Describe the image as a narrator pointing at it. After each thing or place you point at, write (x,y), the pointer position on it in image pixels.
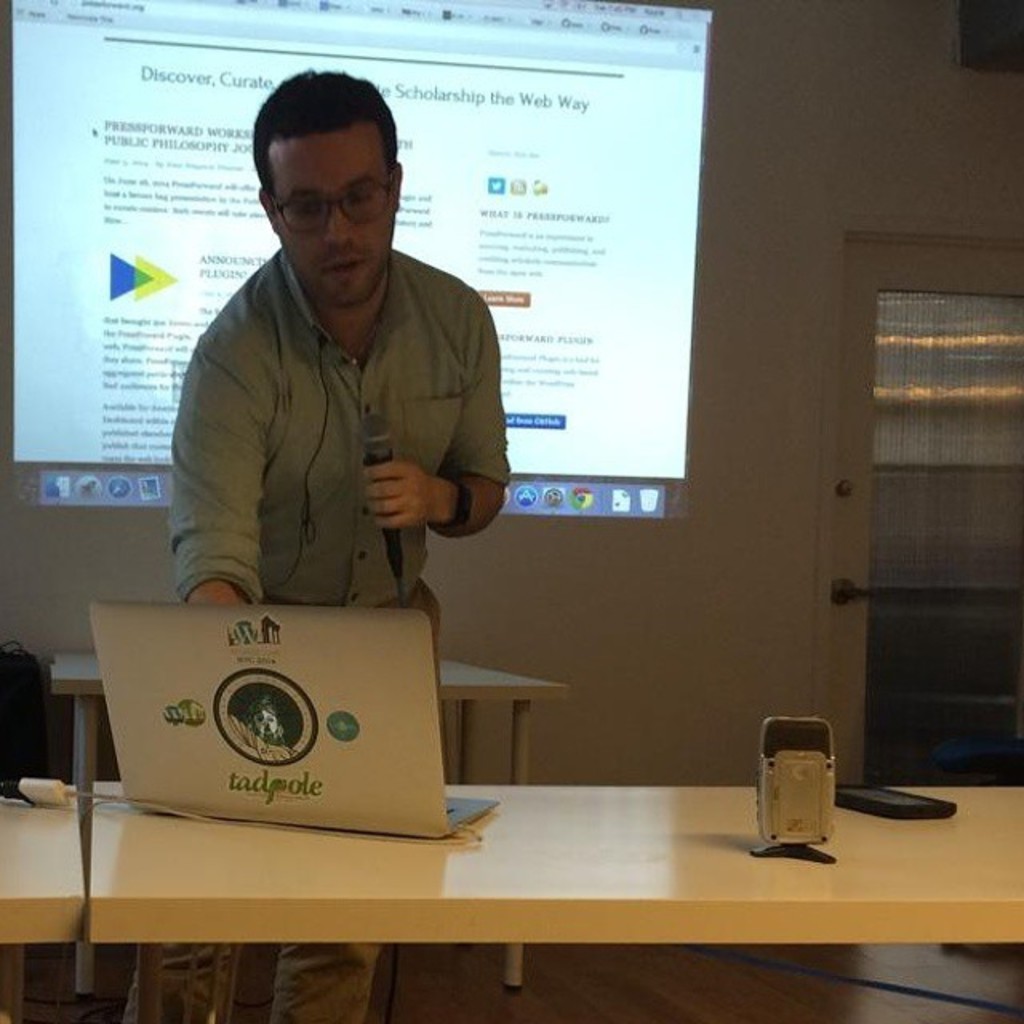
In this image there is a person (363,474) holding the mike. In front of him there is a table (563,898). On top of it there is a laptop (378,780), mobile (942,807) and there is some object (806,819). Behind him there is a table (502,696). In the background of the image (615,248) there is a screen (584,375). There is a wall (749,327). At the bottom of the image (726,996) there is a floor (781,1001).
